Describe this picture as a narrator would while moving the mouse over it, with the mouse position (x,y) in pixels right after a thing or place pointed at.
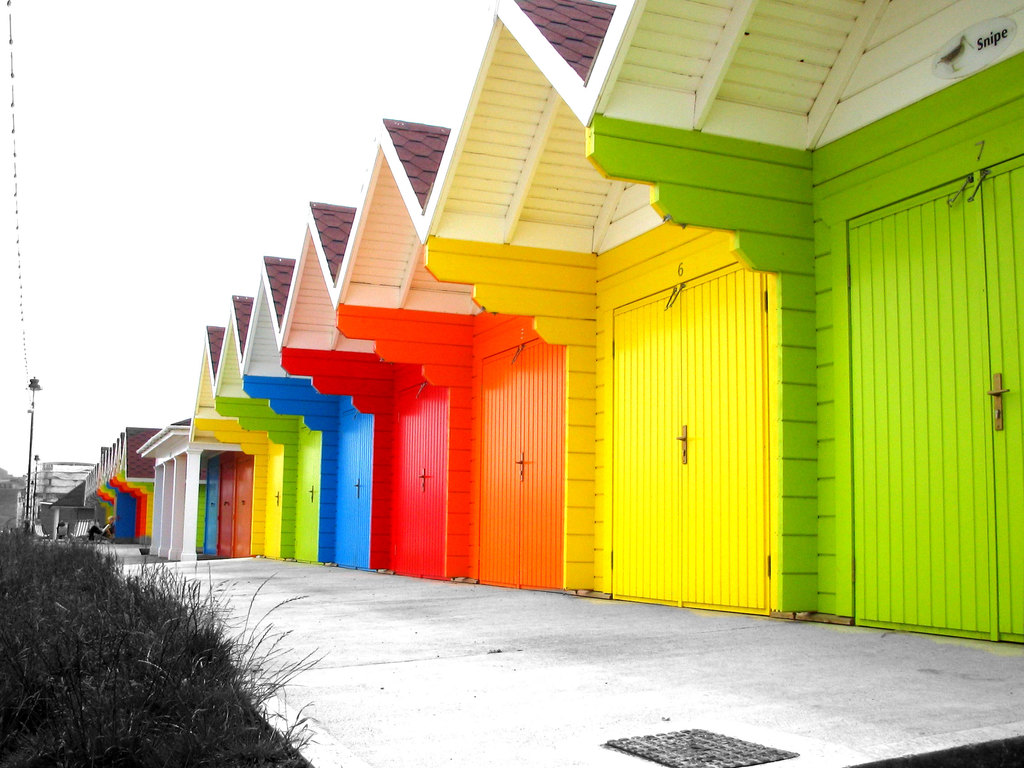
In this image we can see multiple color buildings (613,448). In front of the building (888,348) road (556,723) is there. Beside it grass (130,706) is present.
